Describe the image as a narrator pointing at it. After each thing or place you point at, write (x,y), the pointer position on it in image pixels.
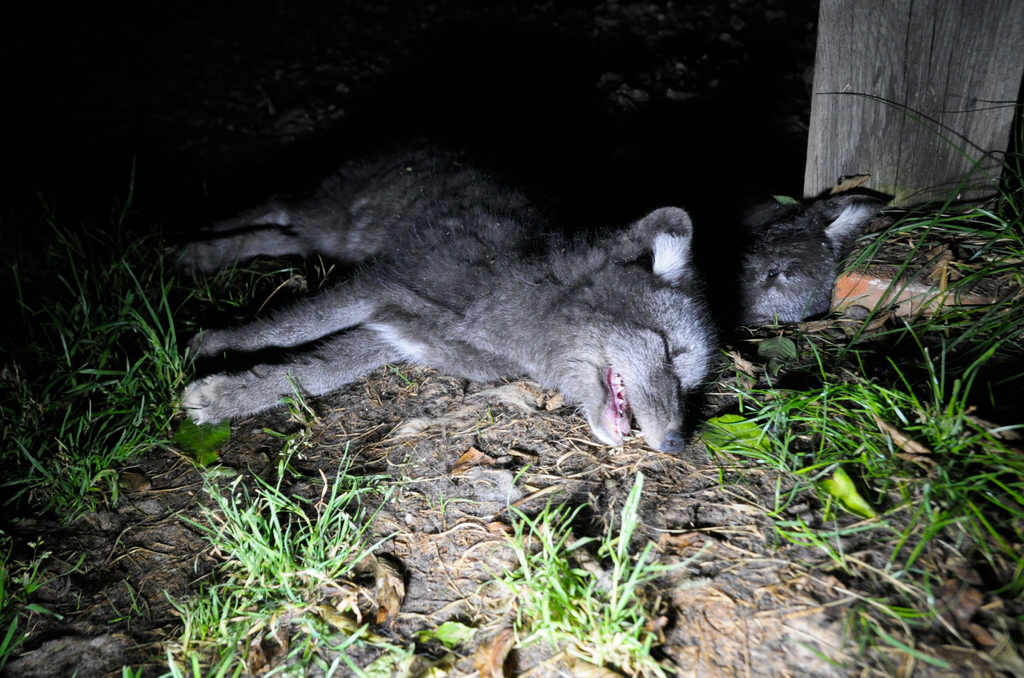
At the bottom of the image (373,513) there is a ground (698,413) with grass (605,540). And on the grass (751,468) there are two animals (807,260) sleeping. And also there is a wooden item (952,87).
